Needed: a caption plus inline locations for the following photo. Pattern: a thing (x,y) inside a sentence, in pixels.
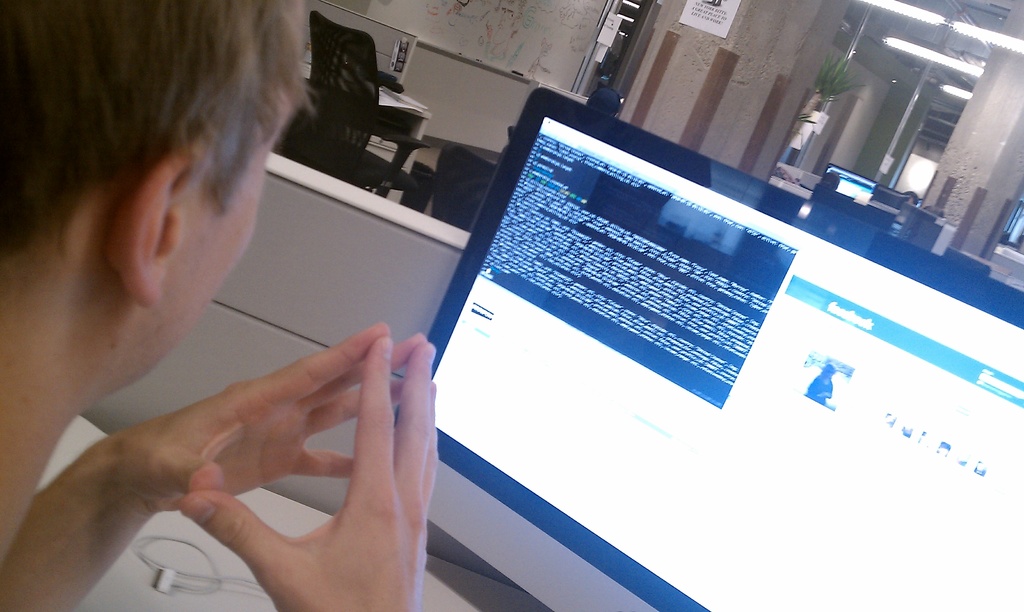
In the foreground of this picture (379,578), there is a man (341,574) sitting near a computer (631,485). In the background (357,106), there are chairs (368,98), tables (414,114), wall (434,99), whiteboard (521,23), lights (1000,44) and the plants (847,76).
